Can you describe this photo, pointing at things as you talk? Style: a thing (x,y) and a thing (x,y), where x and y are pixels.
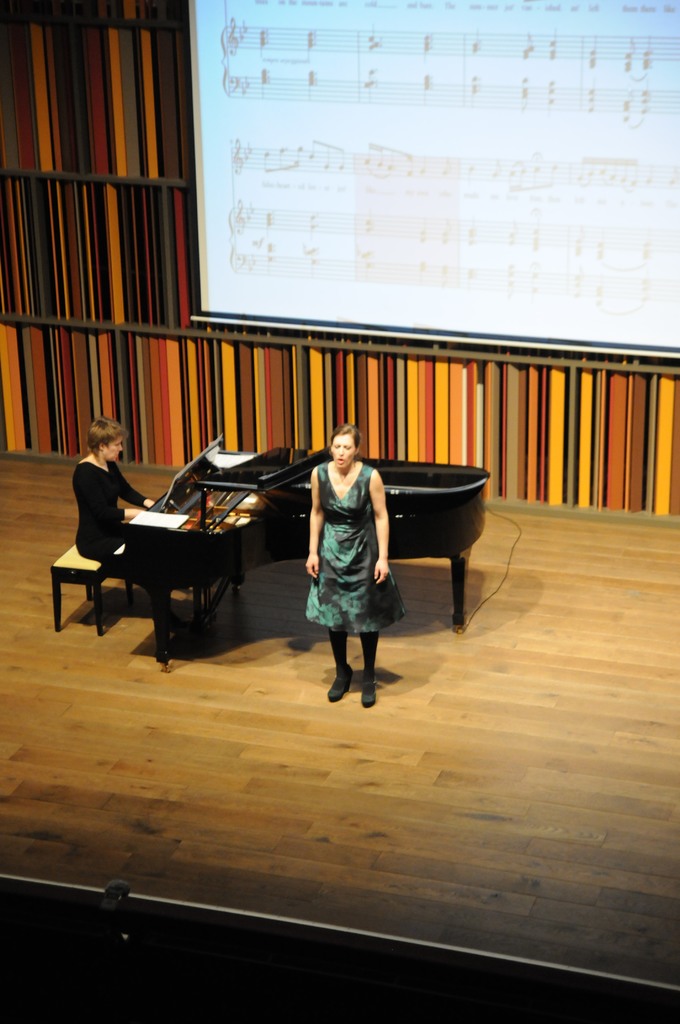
In this image i can see a woman (379,529) standing and a woman (107,490) sitting, the woman (98,499) on the left side (100,506) is sitting on a bench (75,560) in front of a piano (194,482). In the background (100,198) i can see a wall (108,222) and a screen (382,206).
